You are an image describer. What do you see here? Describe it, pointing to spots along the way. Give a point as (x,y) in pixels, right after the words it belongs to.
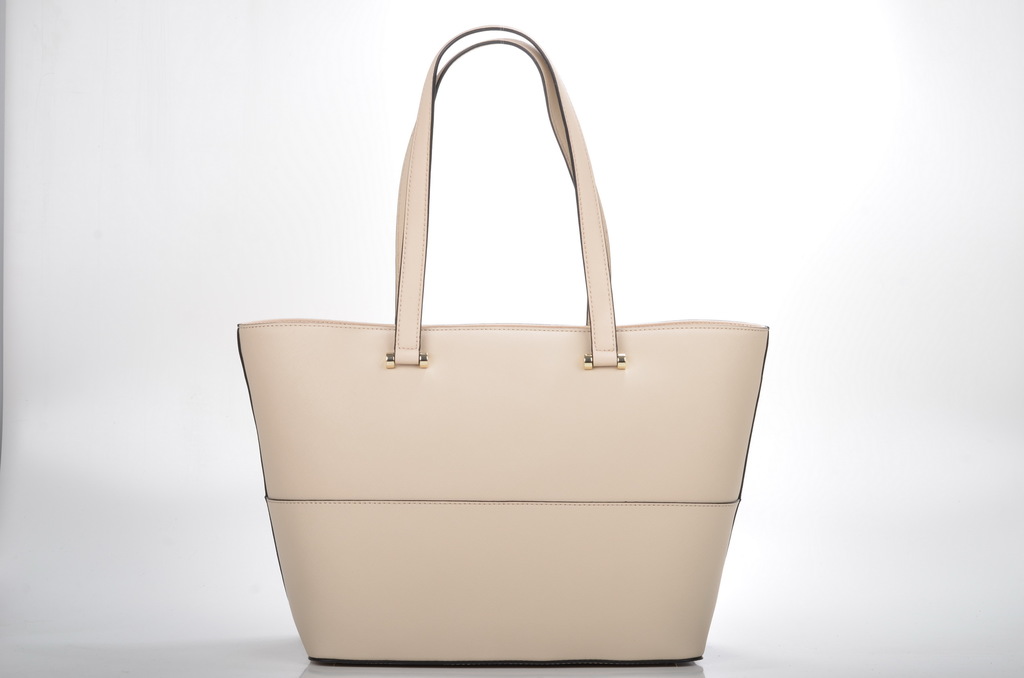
In this Image I see a bag (390,346) which is of cream in color.
